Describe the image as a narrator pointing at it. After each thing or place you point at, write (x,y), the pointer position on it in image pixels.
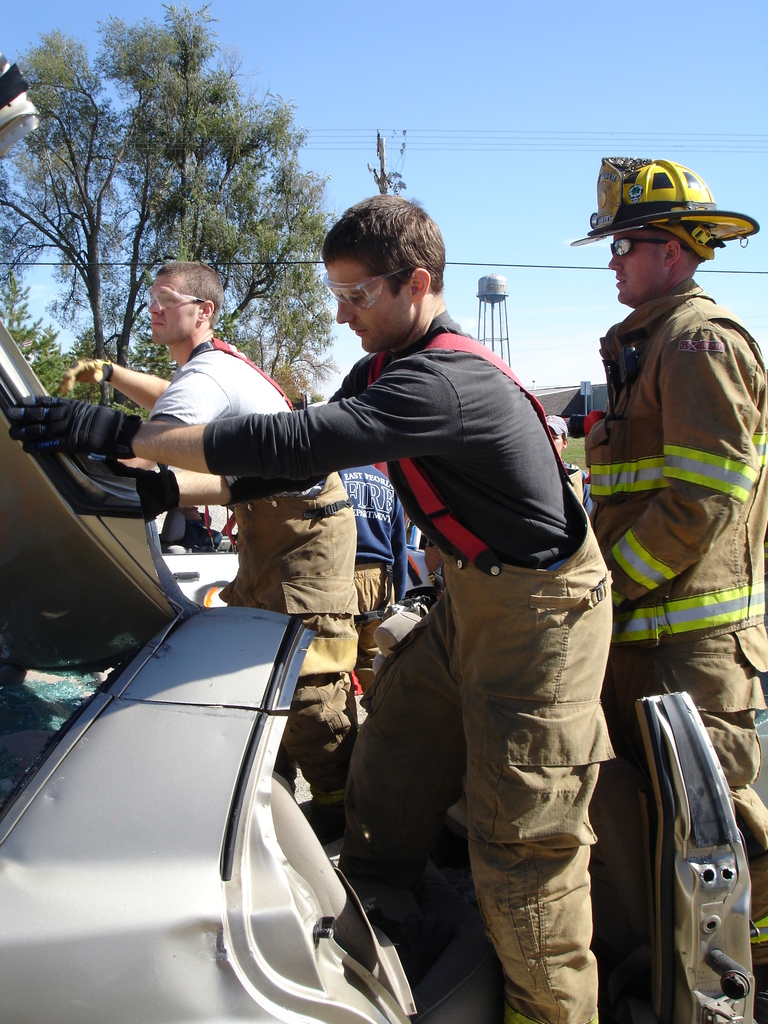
In the center of the image (365,505) we can see some people (330,744) are standing and holding the vehicle parts (255,715). In the background of the image (107,155) we can see the trees (323,216), poles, wires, vehicles (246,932). At the top of the image (470,254) we can see the sky (747,250).
